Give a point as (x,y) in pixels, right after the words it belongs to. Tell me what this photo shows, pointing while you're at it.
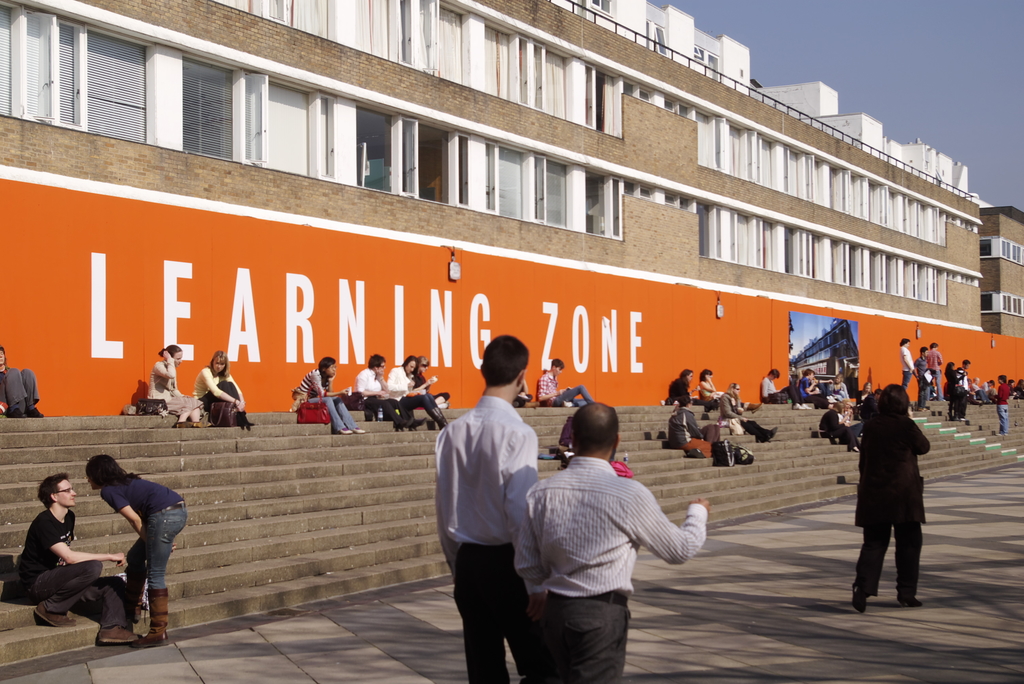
Here in this picture we can see buildings (391,200) present all over there and we can also see windows (988,292) on the buildings (582,46) over there and in front of that we can see steps (228,516) present, on which we can see people (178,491) sitting over there and on the road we can see people (571,509) walking and standing all over there.
